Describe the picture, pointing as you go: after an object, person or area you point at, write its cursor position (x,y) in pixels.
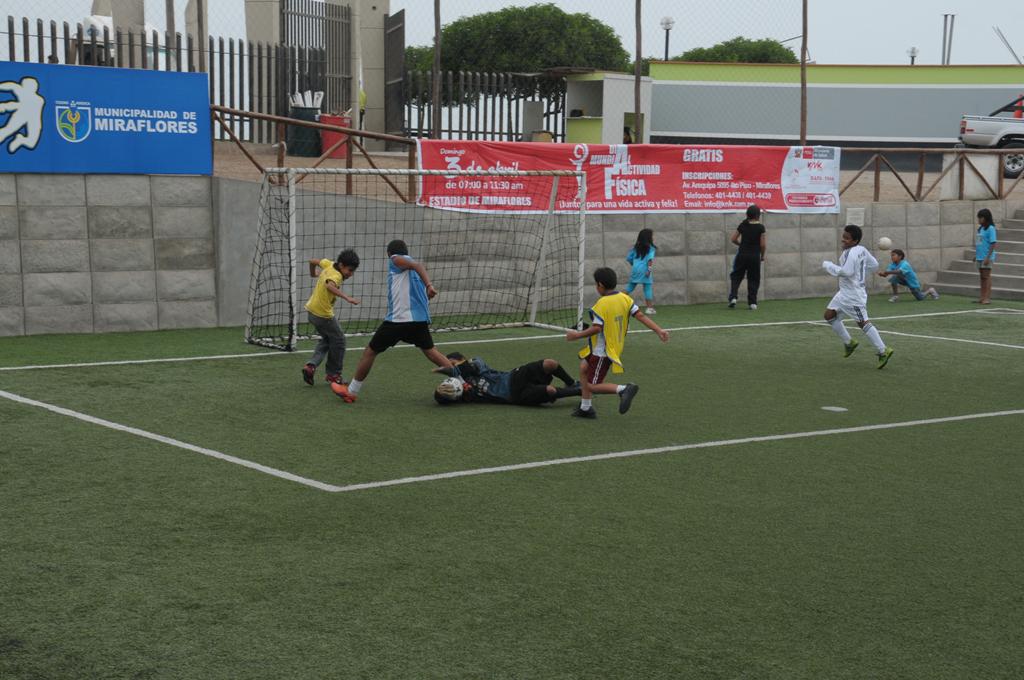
In the image we can see there are kids (612,360) who are playing in the playground (467,408) and playing football and at the back (480,235) there is goal net (430,237) and there are lot of trees (480,63).
